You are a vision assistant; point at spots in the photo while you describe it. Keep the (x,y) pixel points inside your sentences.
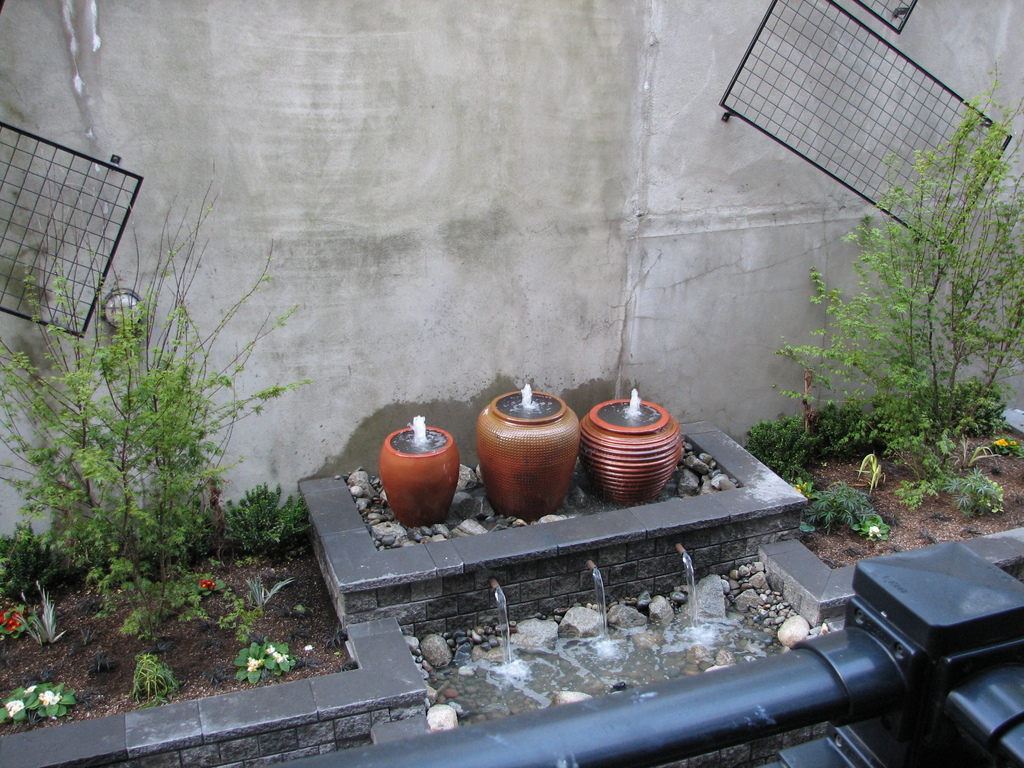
In the foreground of this image (591,461), there is a pot fountain (691,510) and a black railing (862,661) on the bottom right corner (988,632). In the background (942,406), there are plants (169,467), wall (420,299) and there are two grills (804,117) attached to the wall (360,45).
